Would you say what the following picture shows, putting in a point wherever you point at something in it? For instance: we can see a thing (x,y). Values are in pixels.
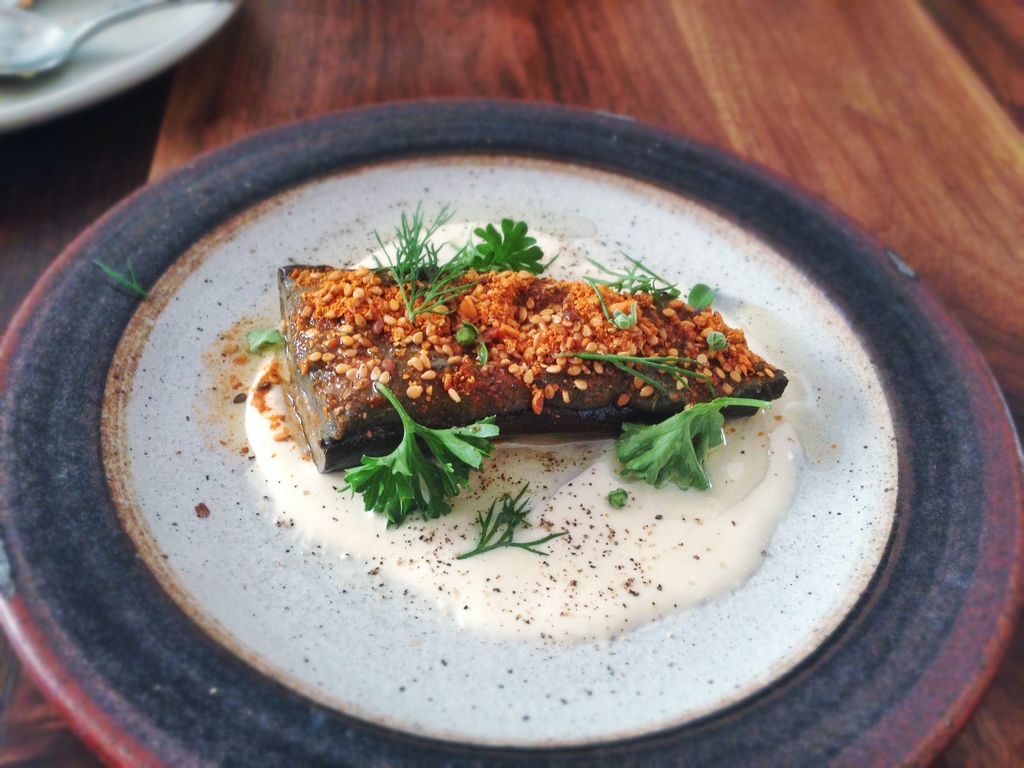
In this image, we can see a plate (909,447) on the table (930,132) contains some food (408,339).
